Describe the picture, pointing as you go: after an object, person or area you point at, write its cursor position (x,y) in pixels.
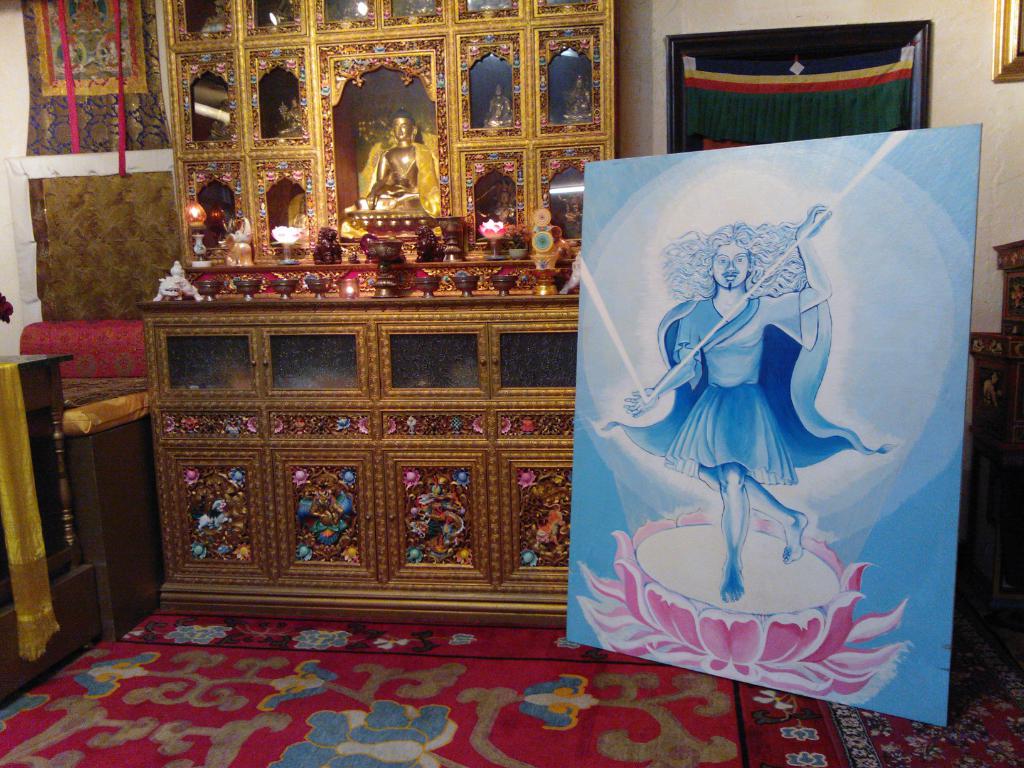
On the right side of the image (920,682) we can see a painting (944,609) of a person (640,392), beside it there is a sculpture (267,465) and some objects (287,284) are placed on it, on the left side of the image (69,267) there is a sofa (130,618) and there is a painting (27,9) on the wall (15,50).
